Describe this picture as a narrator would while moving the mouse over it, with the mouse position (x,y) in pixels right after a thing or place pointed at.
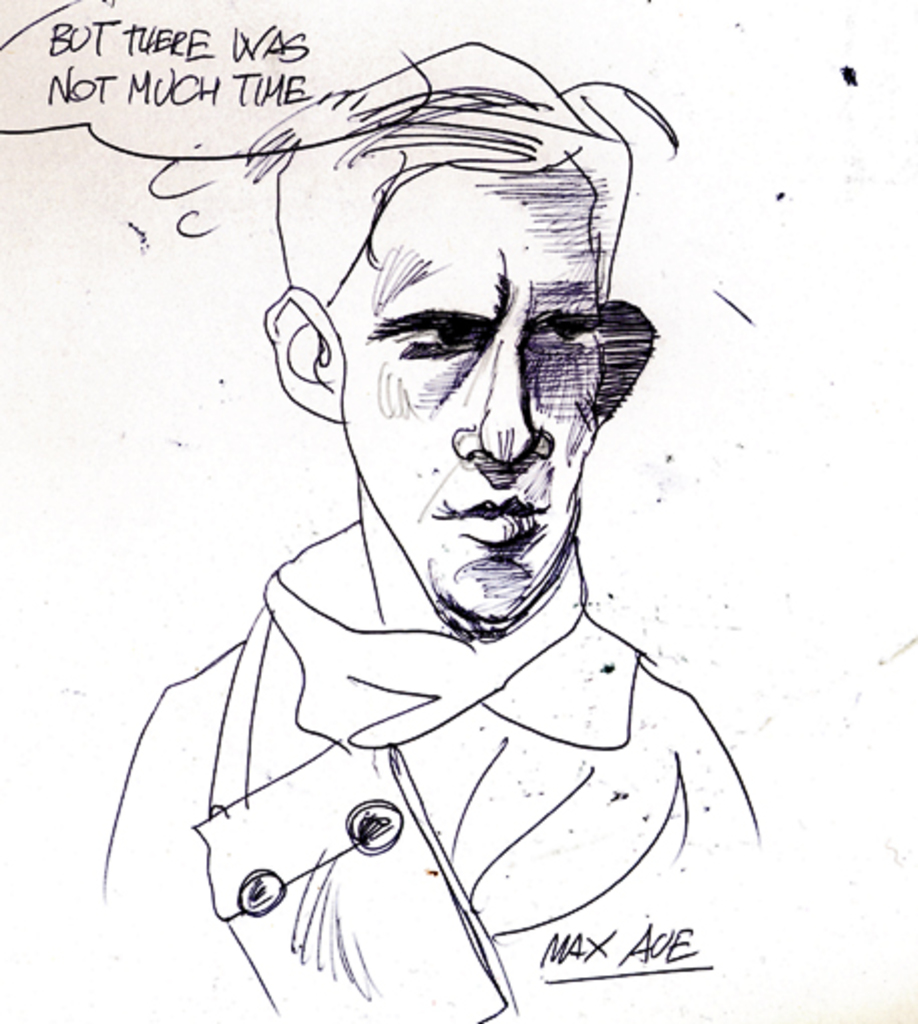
In this image I can see the persons art (404,625) on the white paper (729,473). The art (414,681) is in black color. And I can see but there was not much time is written on the top of the paper (168,174).
